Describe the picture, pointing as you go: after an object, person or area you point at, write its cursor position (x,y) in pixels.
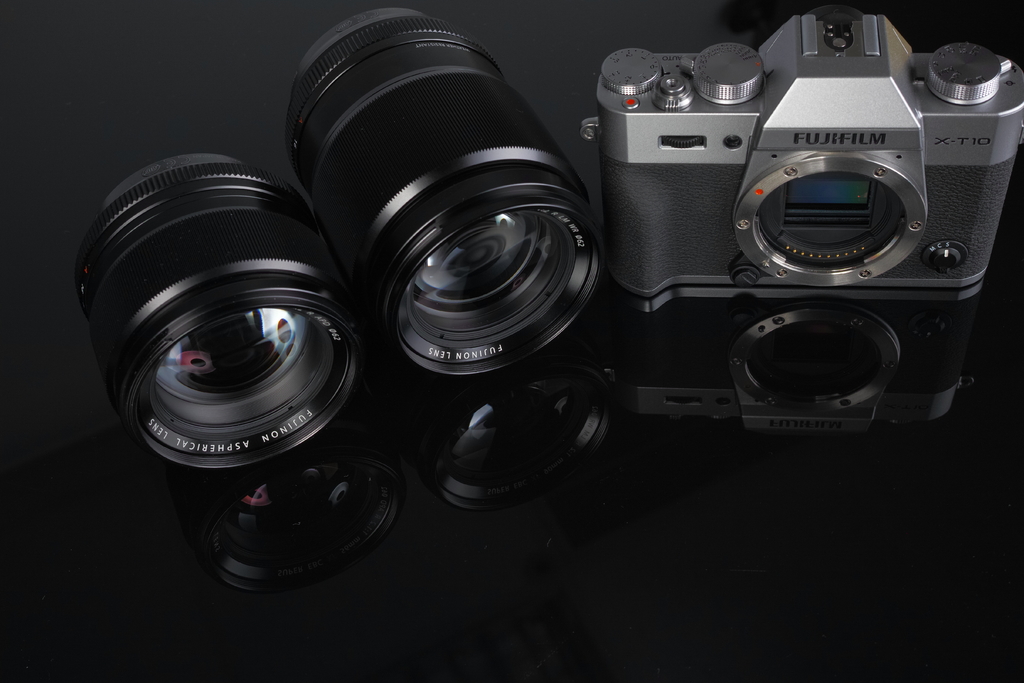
In this image I can see a cam (1012,131) and two different lenses (371,170) of the cam (696,180) and I can see reflection (459,441) of the cam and lenses (203,232) on a glass (590,471) or a marble (517,454).
